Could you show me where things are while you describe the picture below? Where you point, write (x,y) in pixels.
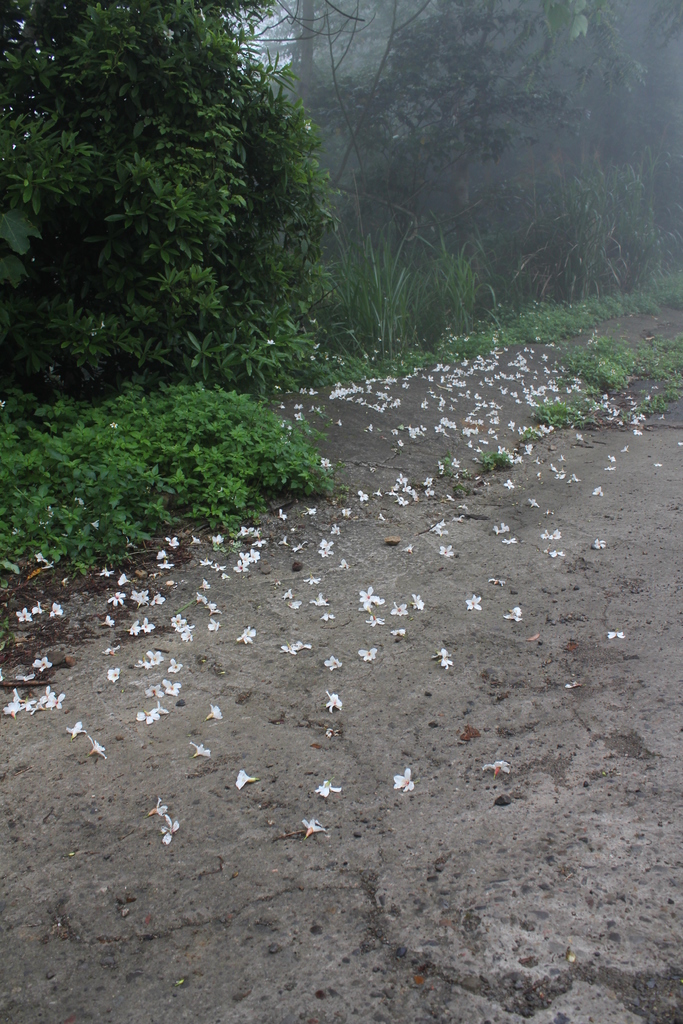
There are flowers (215,714) on the floor (363,702) in the foreground area (354,697), there is greenery (323,235) and sky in the background (301,208).
